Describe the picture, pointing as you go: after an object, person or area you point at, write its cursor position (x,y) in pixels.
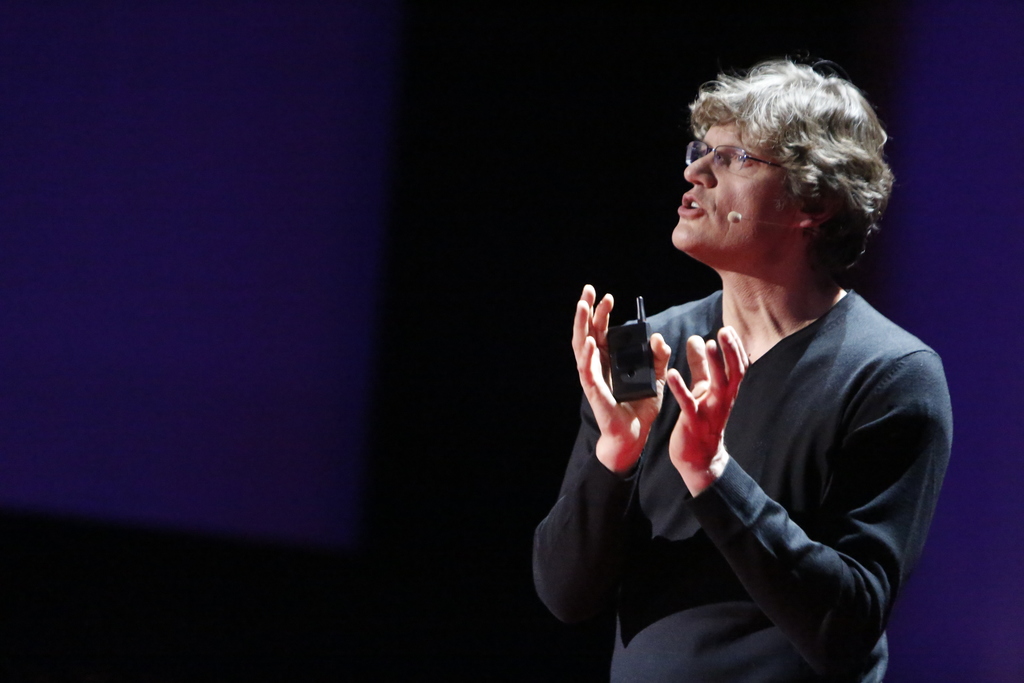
In this image there is one man (599,493) standing at right side of this image (784,431) is wearing black color dress (747,535) and holding a device (651,363) which is in black color and he is wearing spectacles (727,165).
